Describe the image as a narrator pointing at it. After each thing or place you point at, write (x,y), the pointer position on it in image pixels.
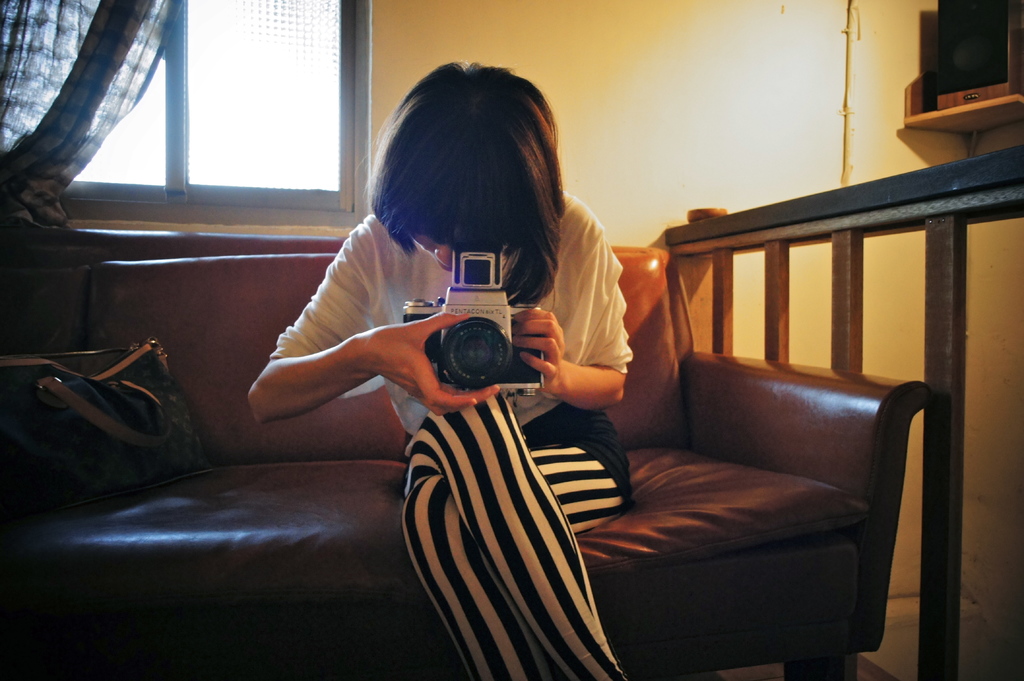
Here we can see a girl (314,315) posing with a camera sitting on a couch (240,417) and behind her we can see a window (145,123) and a window curtain (113,125).
